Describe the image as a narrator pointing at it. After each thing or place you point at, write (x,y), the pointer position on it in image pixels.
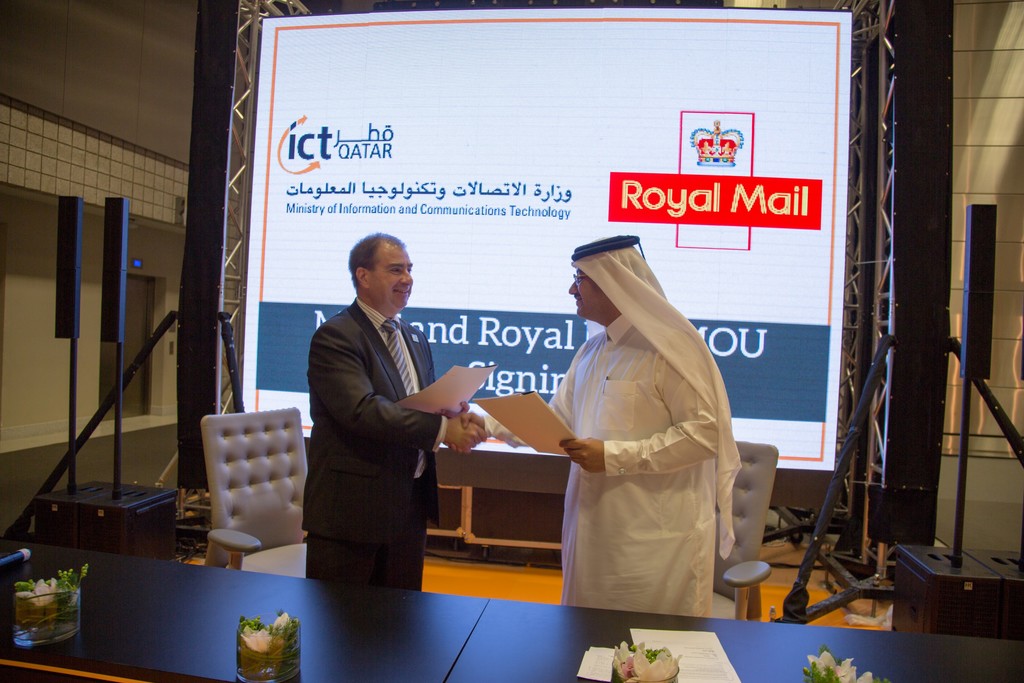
In this picture, we can see two persons (624,510) shaking their hands (465,429) and holding some objects (457,385), we can see some objects (379,614) on the ground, like table (1,589) with some objects (601,664) like paper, microphone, chairs (246,517), poles (820,511), speakers (931,591), and we can see the screen (515,103) with some text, poles (879,157), and we can see the wall (52,75) with doors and the roof (98,9).
